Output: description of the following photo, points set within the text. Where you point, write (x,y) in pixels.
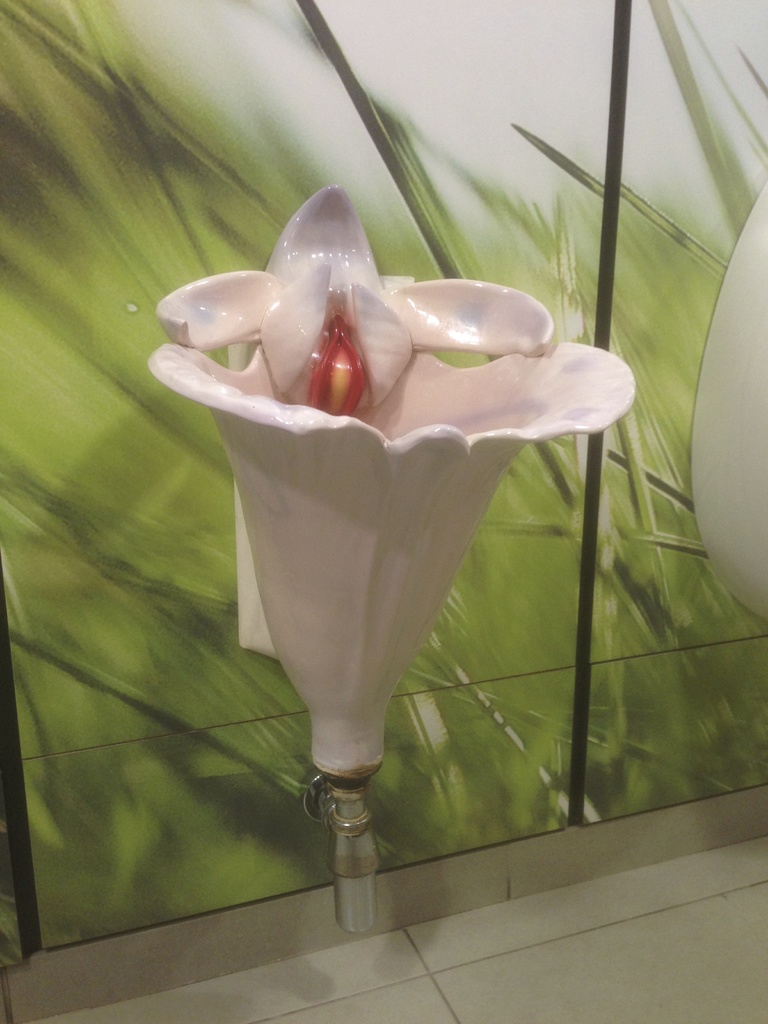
In this image I can see the ceramic object (384,528) in cream and red color. Background (248,709) is in green and ash color.
